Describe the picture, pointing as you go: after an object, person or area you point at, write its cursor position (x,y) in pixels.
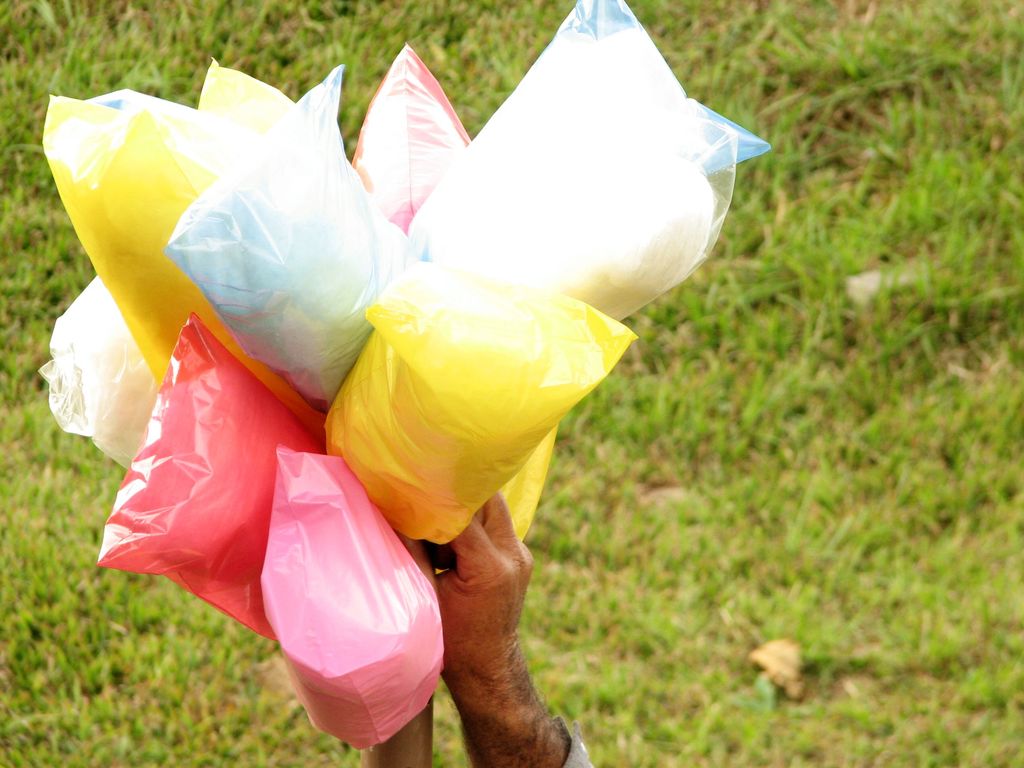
In the picture we can see some person's hands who is holding plastic covers (270,299) in which there are some different colors and there is grass (673,370).
